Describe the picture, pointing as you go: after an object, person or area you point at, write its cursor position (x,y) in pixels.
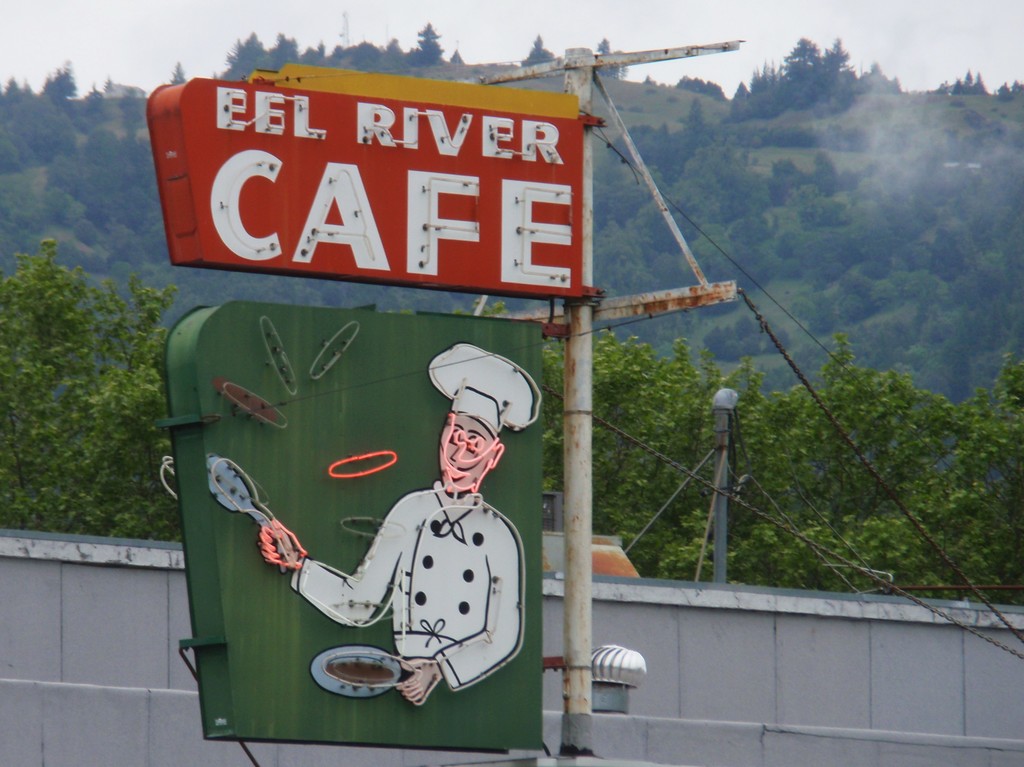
In this picture i can see the sign board (540,576) which is attached on the pole (568,335). In the back (910,640) there is a shed (680,645). In the background (921,300) i can see mountain (940,234) and many trees (953,238). At the top (517,8) i can see the sky (490,0) and clouds (400,14).
